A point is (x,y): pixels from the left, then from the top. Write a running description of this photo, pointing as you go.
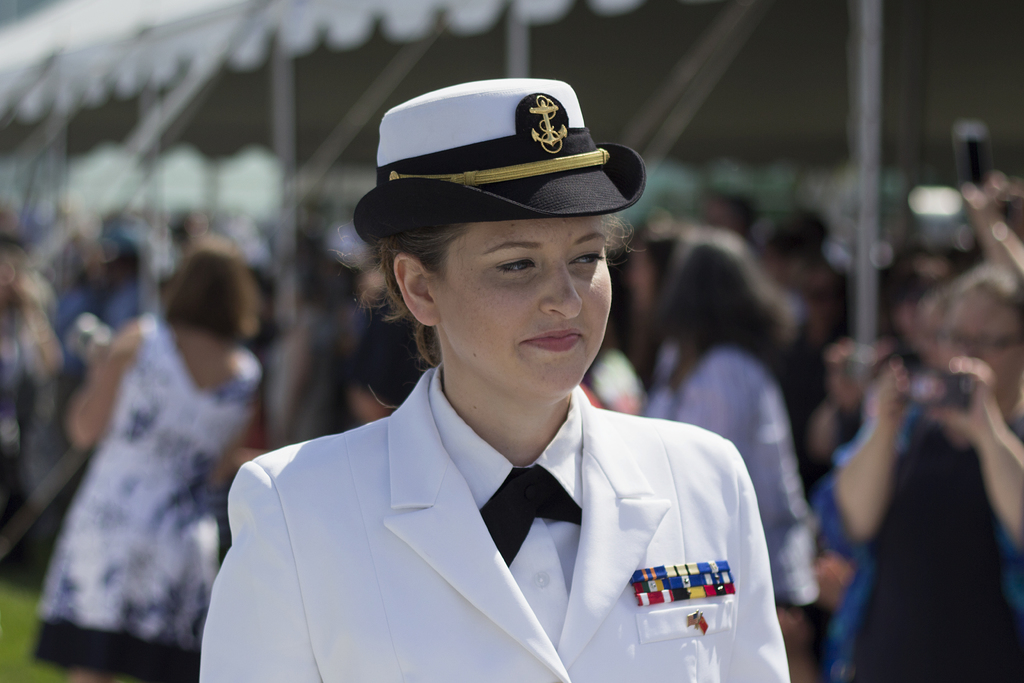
There is a woman (383,226) smiling and wore cap (474,177). In the background (33,309) it is blurry and we can see people (1012,234) and grass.
